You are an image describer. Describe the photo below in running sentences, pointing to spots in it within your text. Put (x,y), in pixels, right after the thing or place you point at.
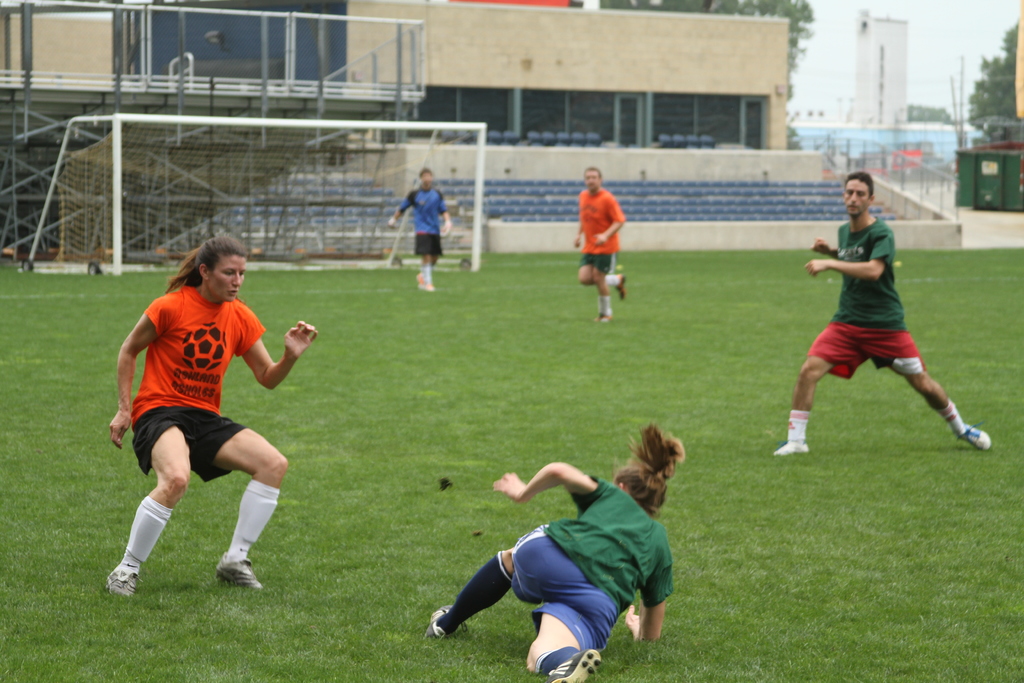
In the image we can see there are people (888,307) standing on the ground (476,520), there is a woman (611,513) lying down on the ground (739,649) and the ground (678,430) is covered with grass (425,448). There is a net (185,180) at the back (267,154) and there are buildings (516,178). Behind there are trees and the image is little blurry at the back (720,112).
